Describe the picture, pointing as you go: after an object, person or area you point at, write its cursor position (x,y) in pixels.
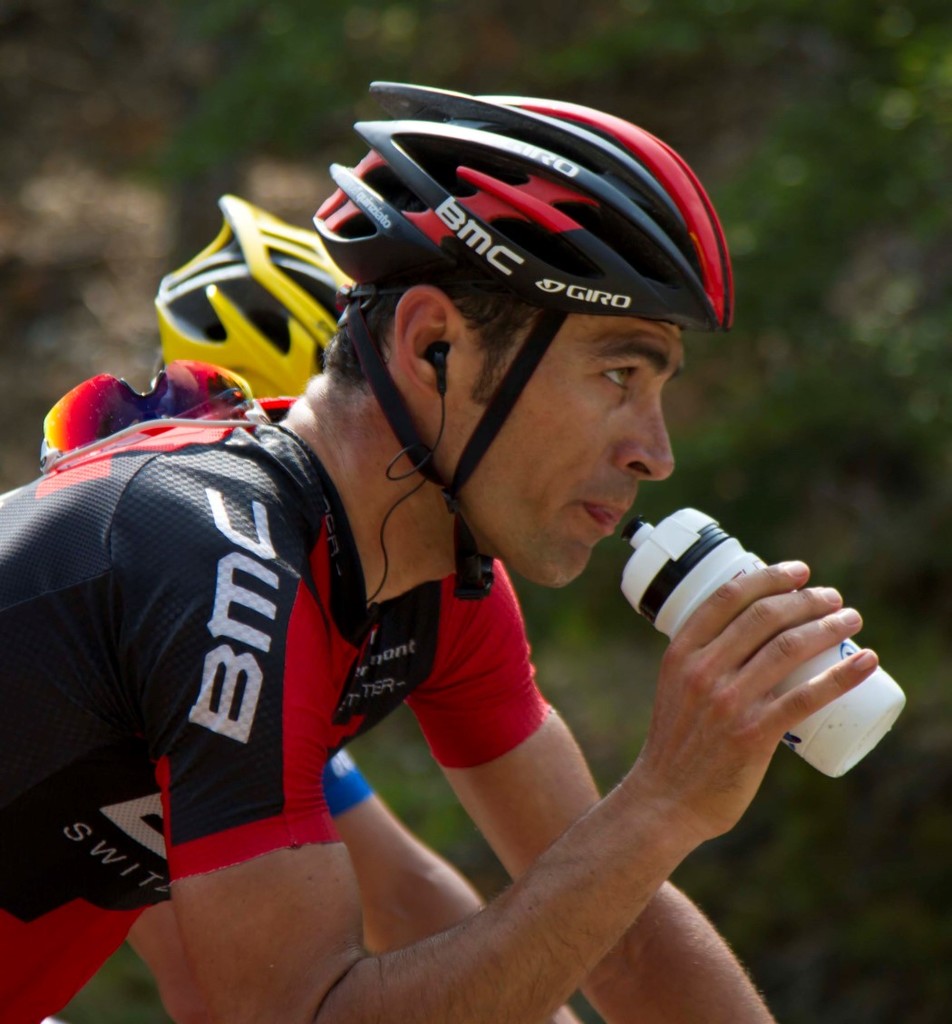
In this picture we can see two people (191,936) wore helmets (336,164) where a man (630,388) holding a bottle (894,695) with his hand (764,702), goggles (230,395), earphones (438,344) and in the background (619,589) we can see trees (892,309) and it is blurry.
